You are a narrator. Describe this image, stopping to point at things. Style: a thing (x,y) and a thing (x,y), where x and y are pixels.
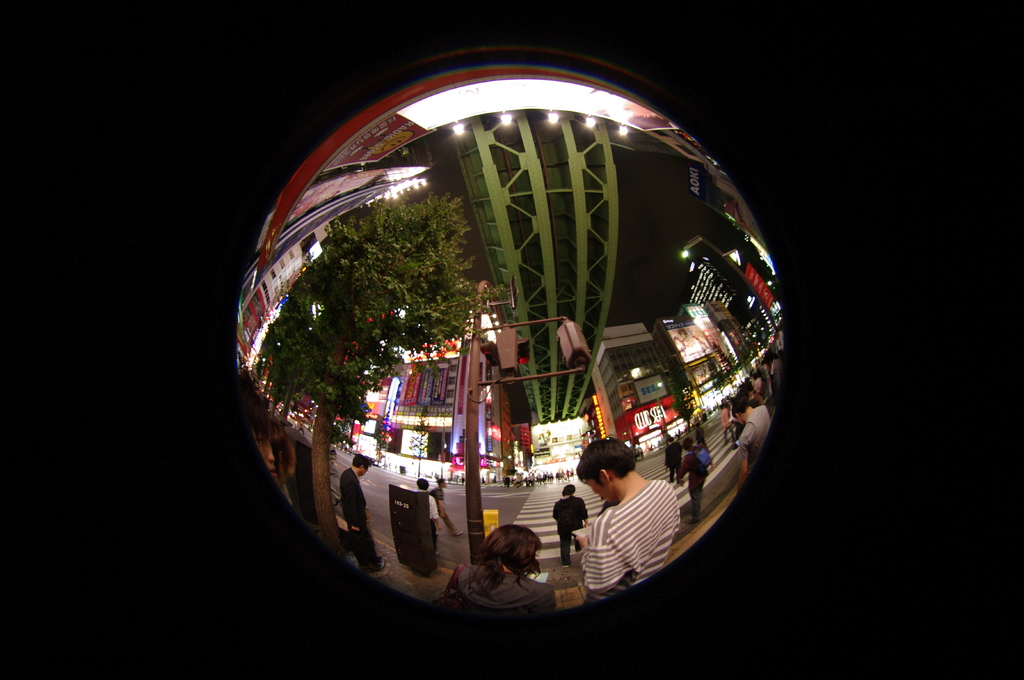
In this picture I can see the reflection (443,475) of group of people (607,489), road (547,484), buildings (722,309), trees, poles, lights (573,331), iron pillars (555,259) in the mirror (397,334), and there is dark background (875,622).
